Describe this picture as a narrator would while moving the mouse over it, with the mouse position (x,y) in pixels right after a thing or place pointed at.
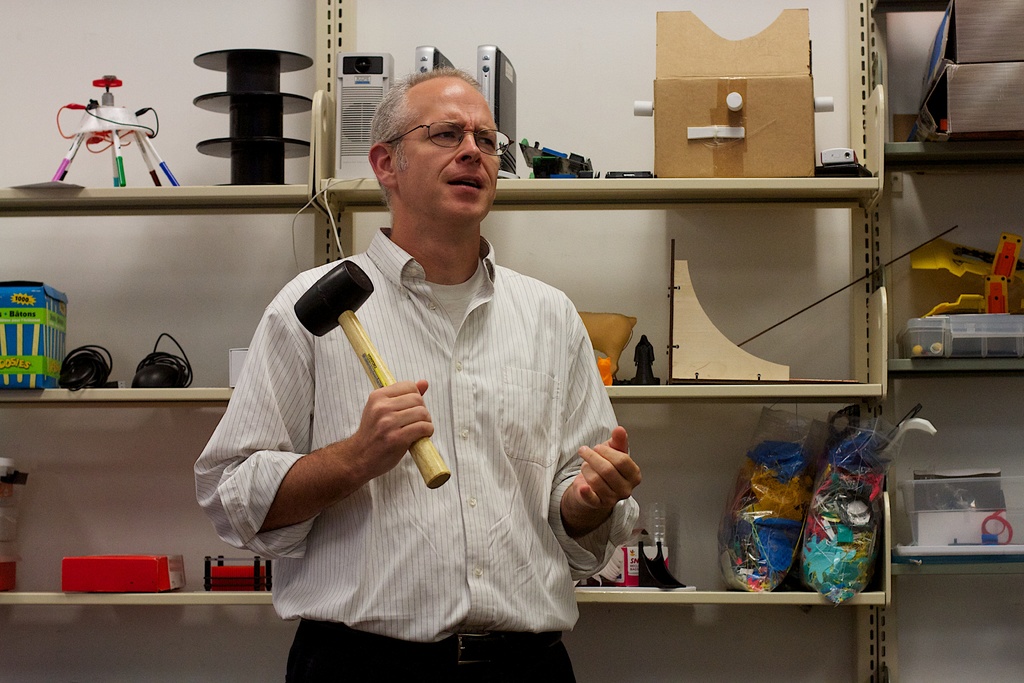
In the middle of this image (356,437), there is a person (481,218) in white color shirt (487,378), holding a mallet (349,297) with one hand (415,421), speaking and standing. In the background (160,371), there is a box (759,67), electronic devices (483,63), cables (176,363), packets (744,497) and other objects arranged on the shelves (1000,143) and there is a white wall (552,73).
